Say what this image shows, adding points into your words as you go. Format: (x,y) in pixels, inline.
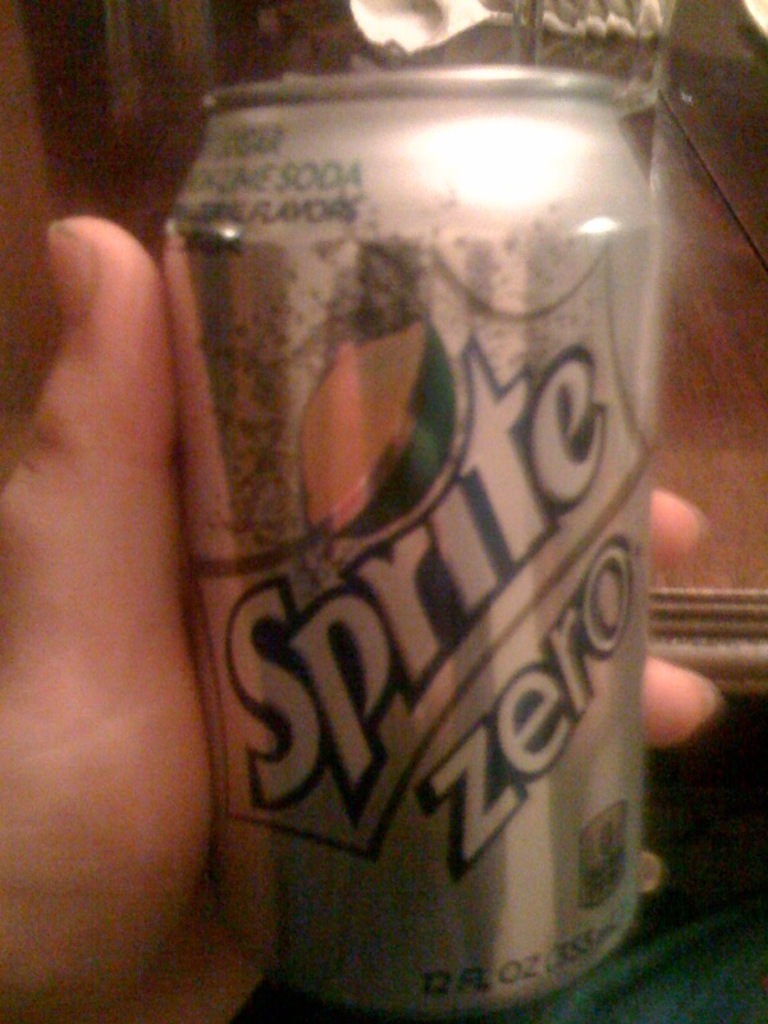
In the image there is a person (121,711) holding soft drink tin (353,767).
